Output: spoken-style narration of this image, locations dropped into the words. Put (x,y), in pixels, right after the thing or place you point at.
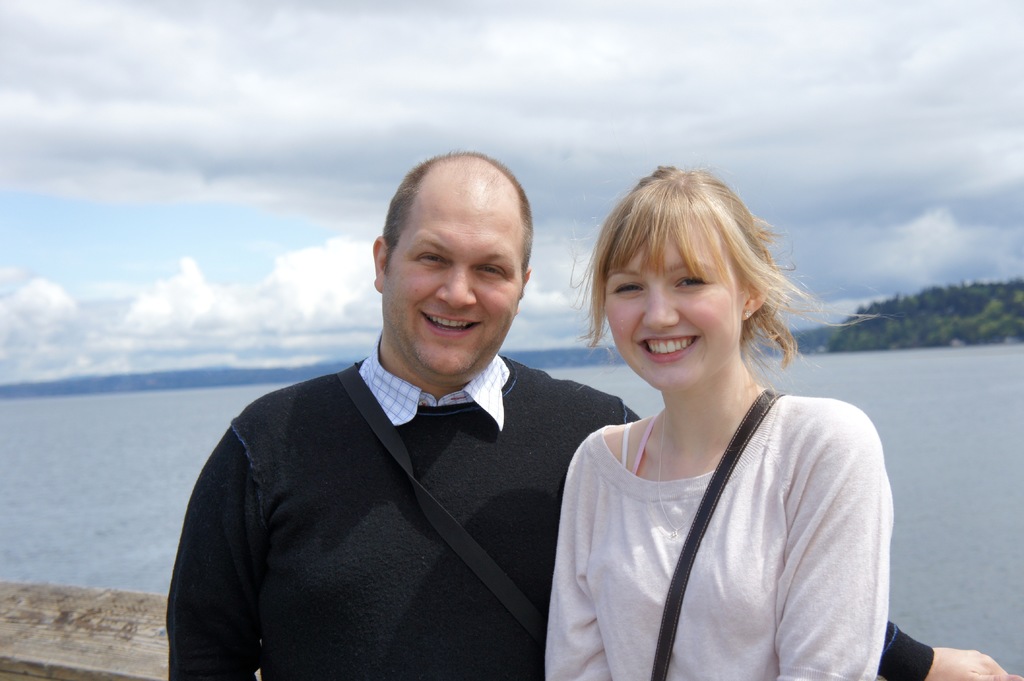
There is a man (459,405) and a woman (598,447). Both are smiling. In the back (357,295) there is water (964,440), hills (989,313) and sky (464,105).
